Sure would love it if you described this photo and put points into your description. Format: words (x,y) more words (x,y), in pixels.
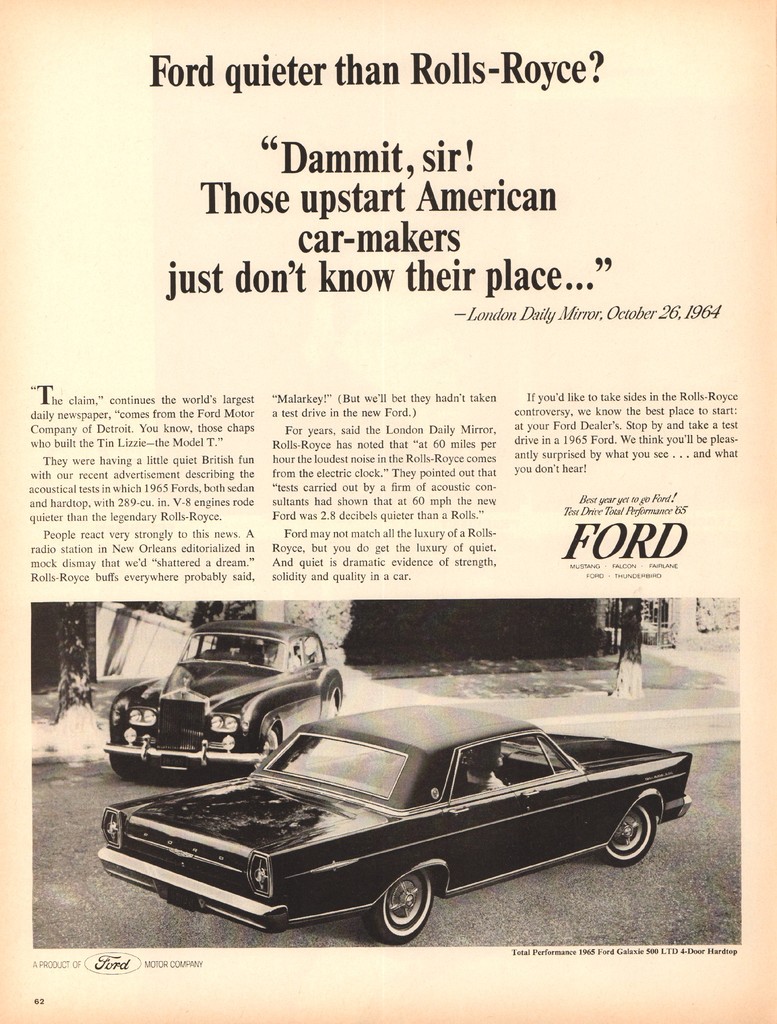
This is the page (522,493) of a book (522,493) where we can see some text (382,505) and one image (413,723). On the image (248,757) we can see two cars (329,813) and the road (448,913).
